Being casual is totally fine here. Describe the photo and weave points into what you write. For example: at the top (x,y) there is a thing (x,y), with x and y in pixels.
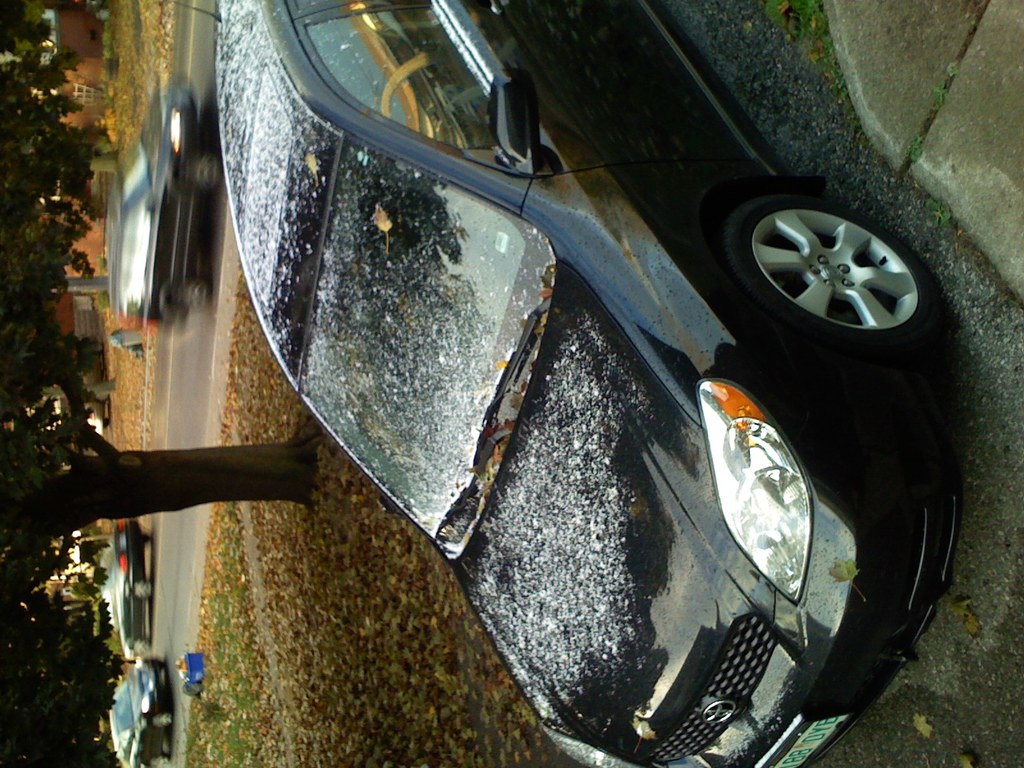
In the foreground of this image (622,260), there is a car (625,408) on the road (1005,461). In the background (251,475), there are vehicles (164,221) moving on the road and a tree (253,489) to a side of the road (182,357) and few buildings (88,102).
